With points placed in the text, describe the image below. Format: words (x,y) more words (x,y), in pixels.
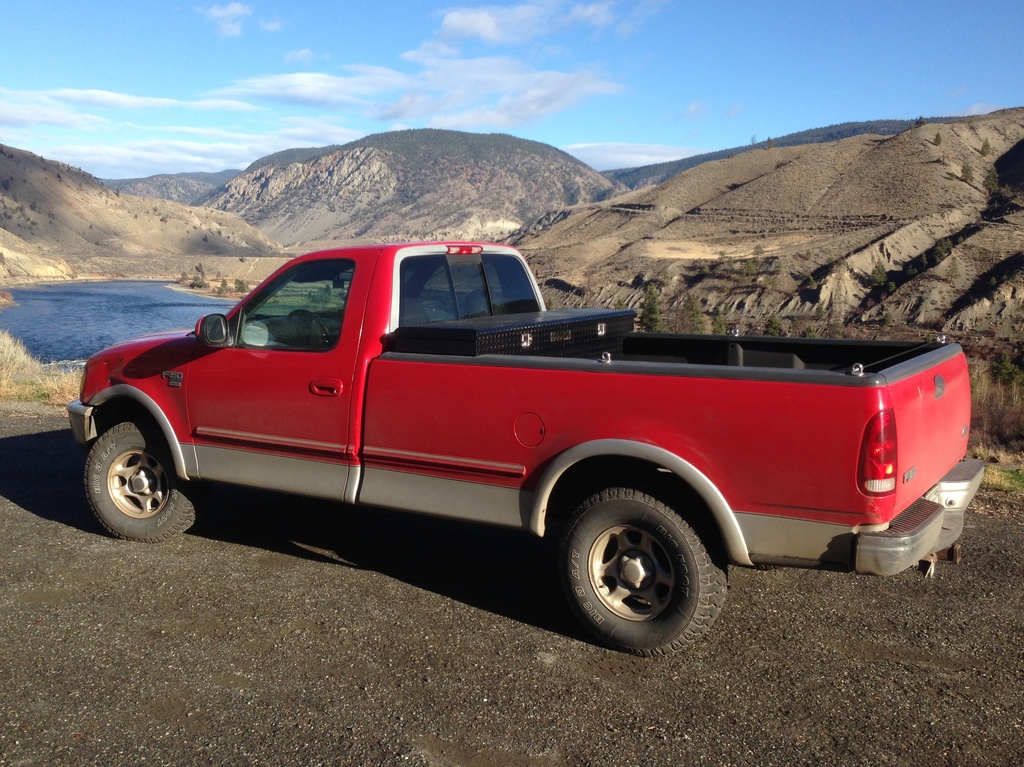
In this picture there is a red color car (391,433) which is park on the road (349,582). On the background (429,131) we can see many mountains (596,188). On the top (321,61) we can see sky (560,60) and clouds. On the left (81,303) there is a water (69,309). Here we can see grass (50,386).
